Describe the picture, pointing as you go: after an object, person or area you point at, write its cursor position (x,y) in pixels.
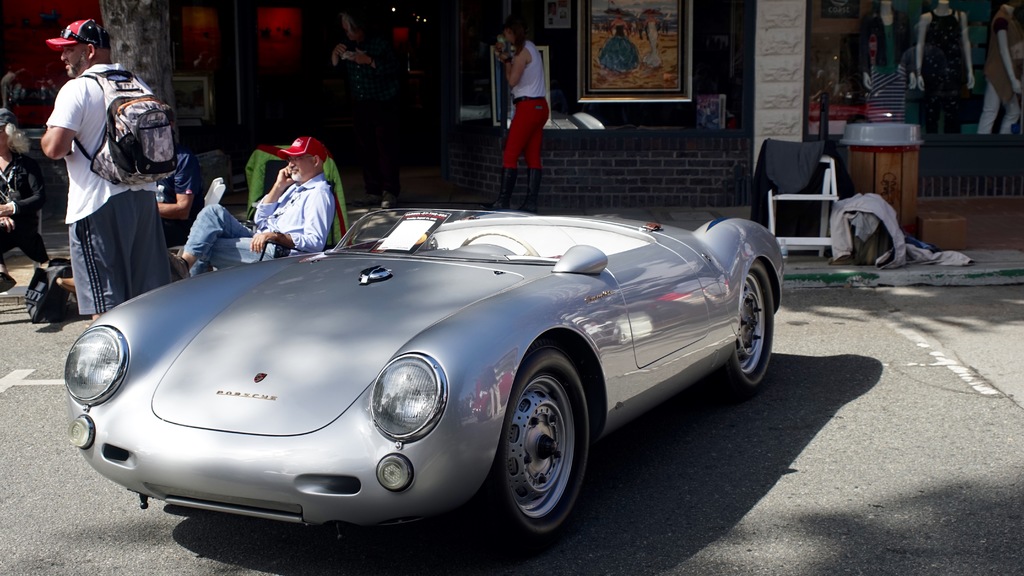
In this image we can see a silver color car (553,349) and a person (306,219) is sitting on the chair (328,168). There is a man (98,236) standing and wearing a bag (103,164). In the background (819,195) a chair (810,240) is placed and there is a store (608,40), a person (526,97) is standing in front of the store (502,134).
